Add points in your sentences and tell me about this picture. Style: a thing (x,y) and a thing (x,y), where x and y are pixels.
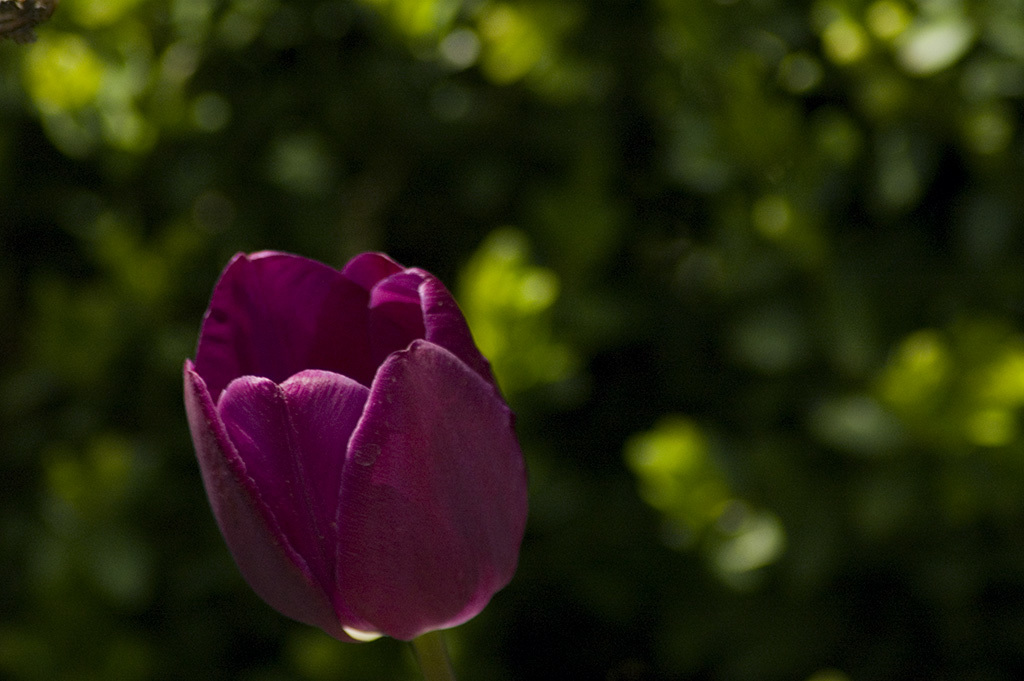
In this image we can see a flower (395,490). In the background (539,16), we can see some plants (438,179).
